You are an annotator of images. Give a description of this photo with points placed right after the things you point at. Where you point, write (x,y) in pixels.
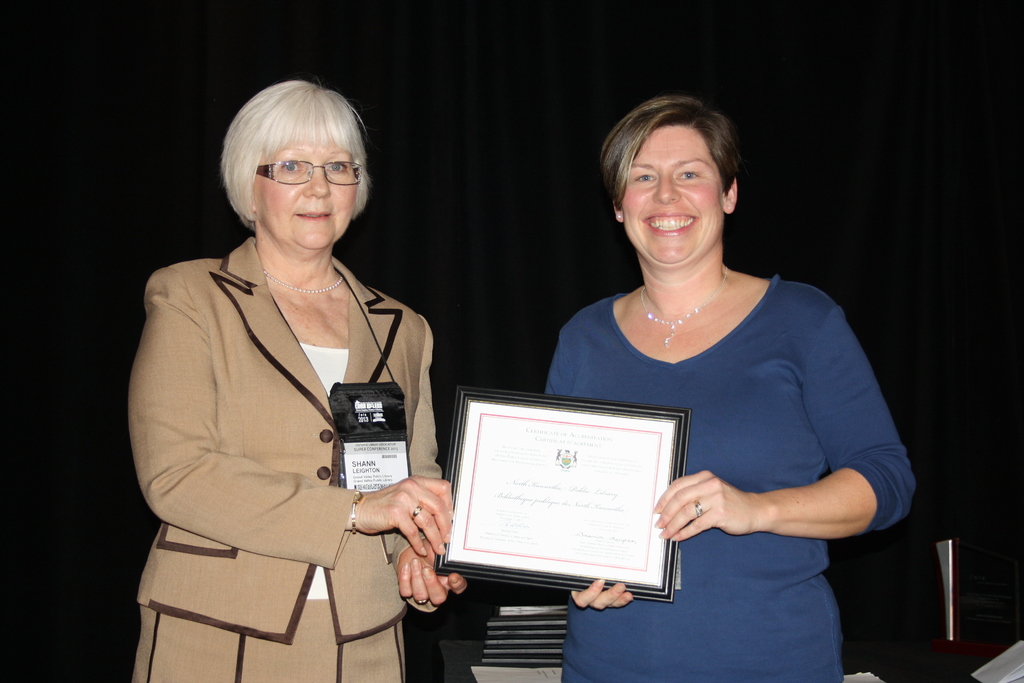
In this image we can see two persons (737,325) standing and smiling and holding a certificate (605,523). In the background (475,109) we can see the black curtain (806,170).
